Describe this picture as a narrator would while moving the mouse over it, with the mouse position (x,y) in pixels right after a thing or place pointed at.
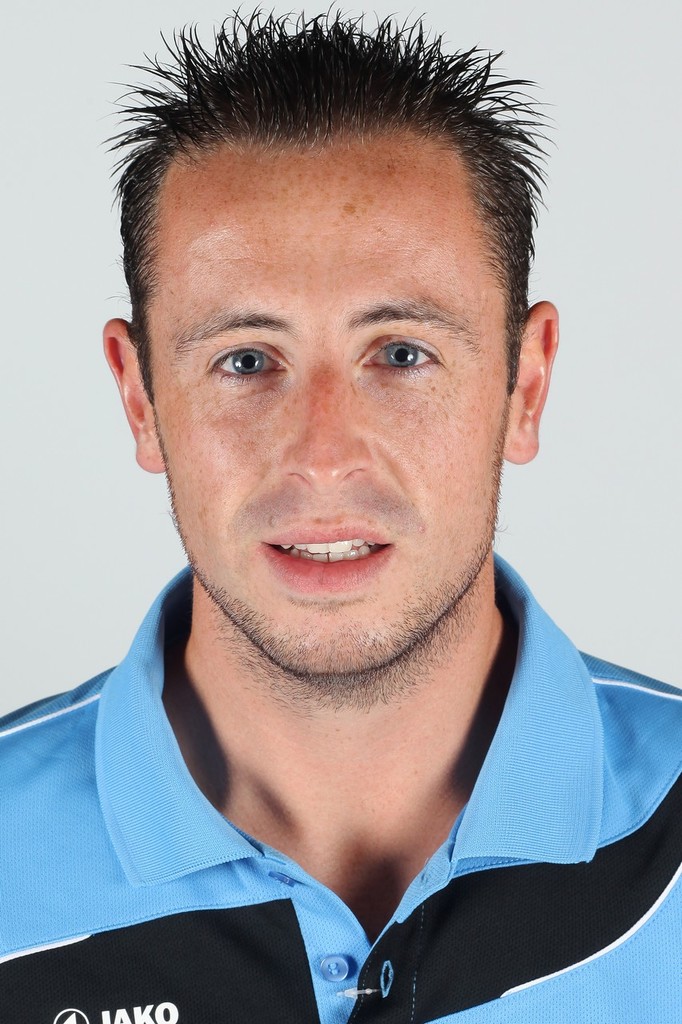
In this picture there is a man (139,837) with blue and black t-shirt (184,905). At the back (53,511) there is a off white background (580,46) and there is text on the t-shirt (149,984).
